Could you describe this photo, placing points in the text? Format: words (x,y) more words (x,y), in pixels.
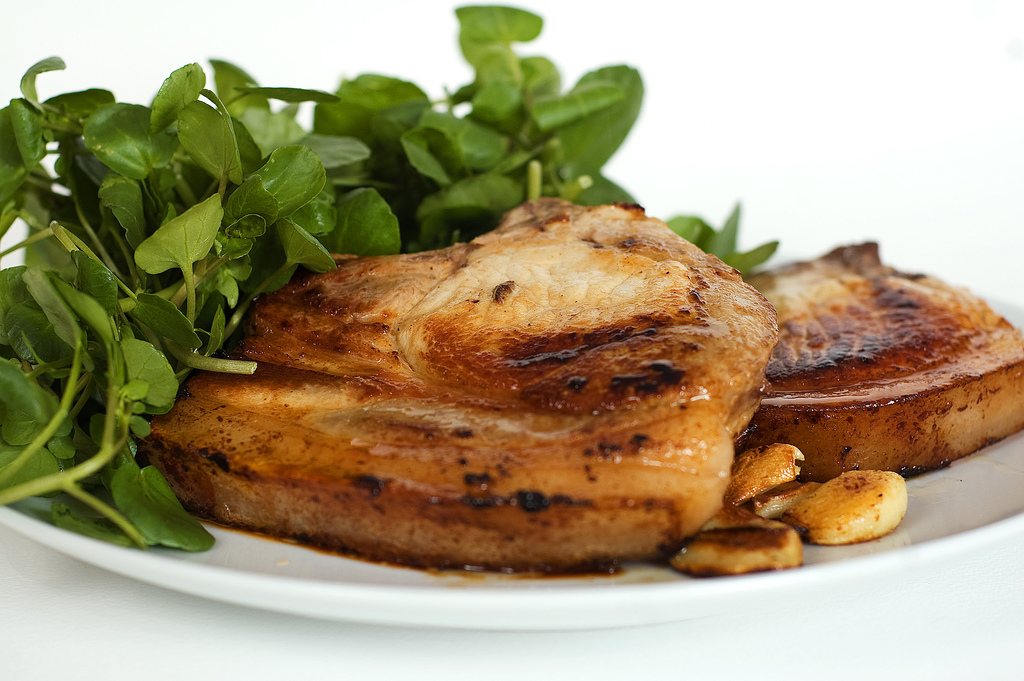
In this image there is a plate (473,587) on which there are roasted pork chops (742,378). On the left side (188,257) there are green leaves (262,212).
